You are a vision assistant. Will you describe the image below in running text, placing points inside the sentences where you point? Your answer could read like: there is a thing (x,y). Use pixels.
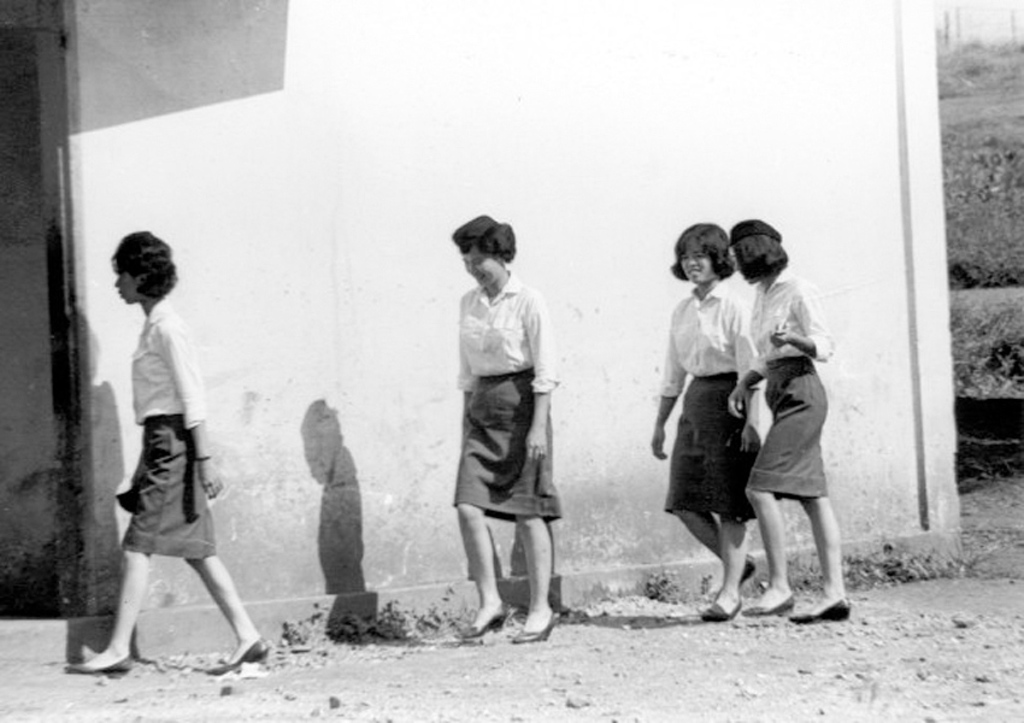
On the left side (202,408), there is a woman (215,485) in a skirt (212,541), walking on a road (123,704), on which there are stones (301,659). On the right side (799,446), there are three women (538,576) in skirts (524,476) on the road (962,602). In the background (922,231), there is a white wall (863,202) and there are plants (1002,151).
